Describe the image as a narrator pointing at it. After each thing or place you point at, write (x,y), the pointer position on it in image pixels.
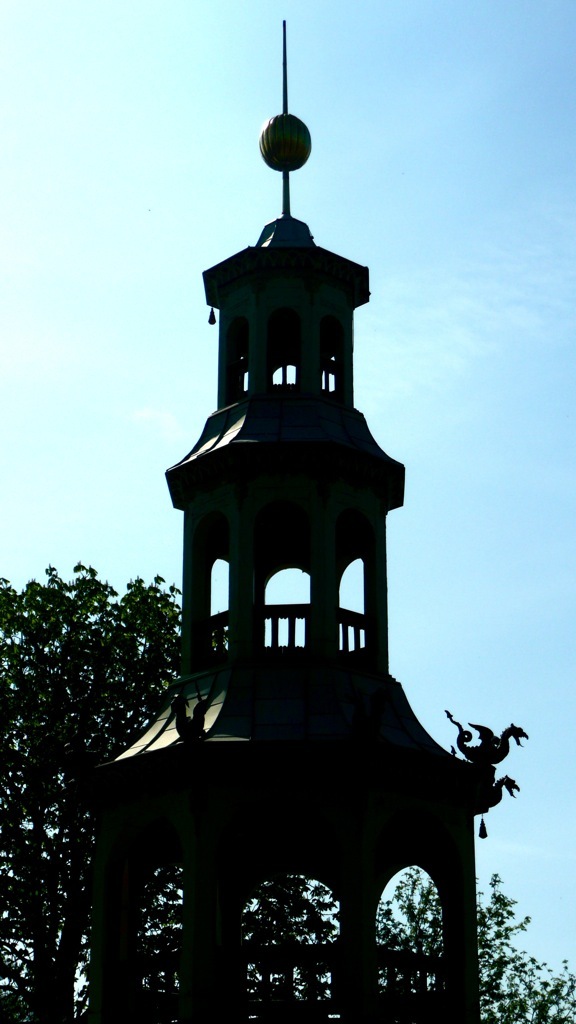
In this picture I can see an architecture (499,785), there are trees (47,961), and in the background (401,447) there is sky (413,117).
